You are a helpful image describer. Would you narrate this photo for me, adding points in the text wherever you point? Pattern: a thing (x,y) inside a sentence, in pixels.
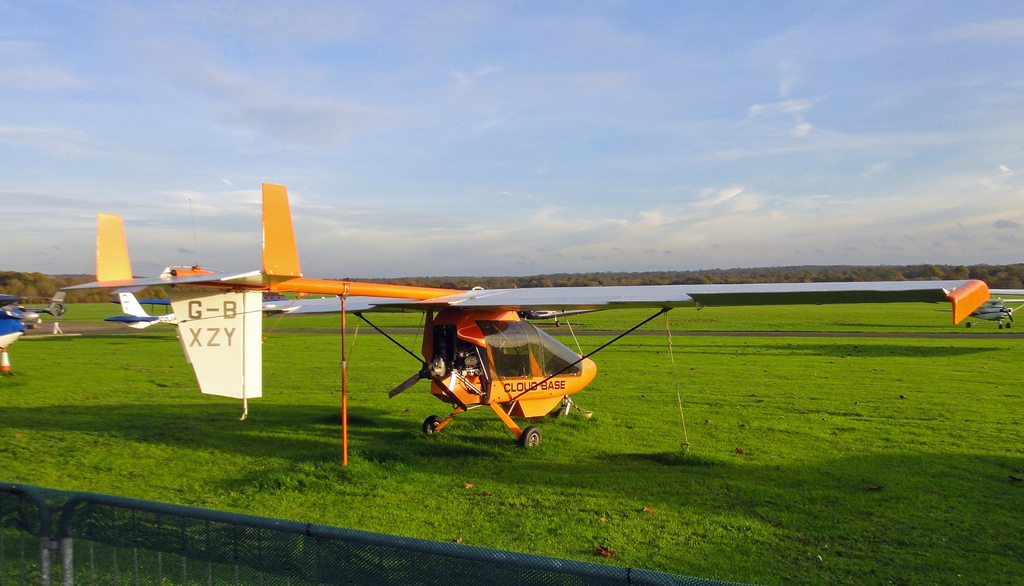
In this picture we can see there are aircrafts (114,284) on the grass path (370,357) and in front of the aircraft (242,290) there are barriers (489,569) with the net (526,571). Behind the aircraft's (641,296) there are trees (24,283) and the sky (437,155).
